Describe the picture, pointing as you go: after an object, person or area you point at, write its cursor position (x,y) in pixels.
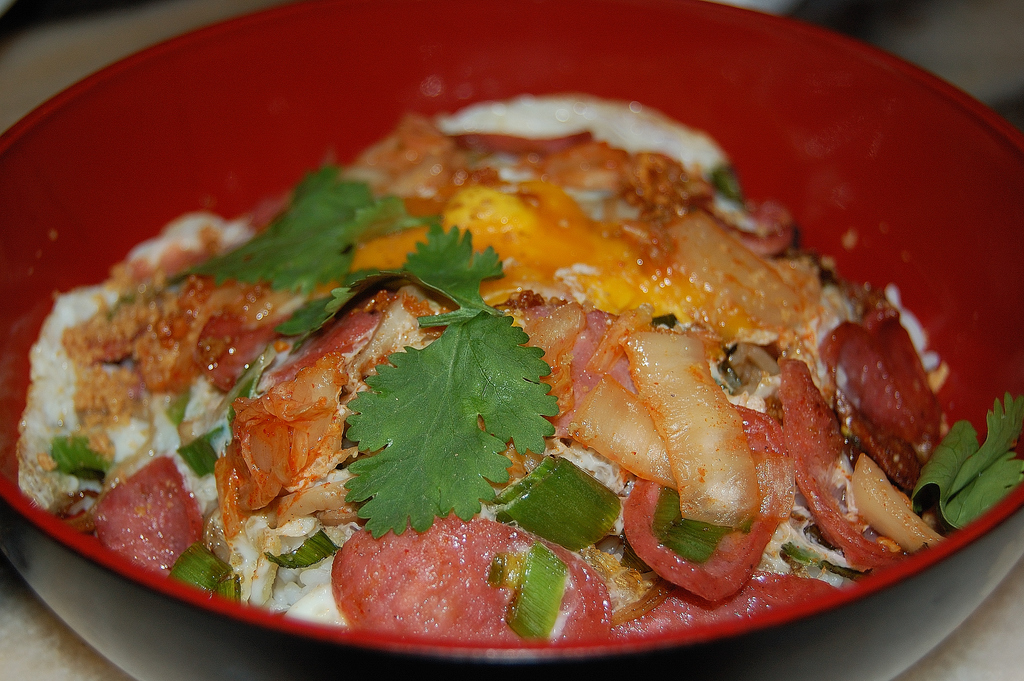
In this image there is a surface (90,654). There is a bowl (124,576) on the surface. There is food (355,358) in the bowl (142,604).
